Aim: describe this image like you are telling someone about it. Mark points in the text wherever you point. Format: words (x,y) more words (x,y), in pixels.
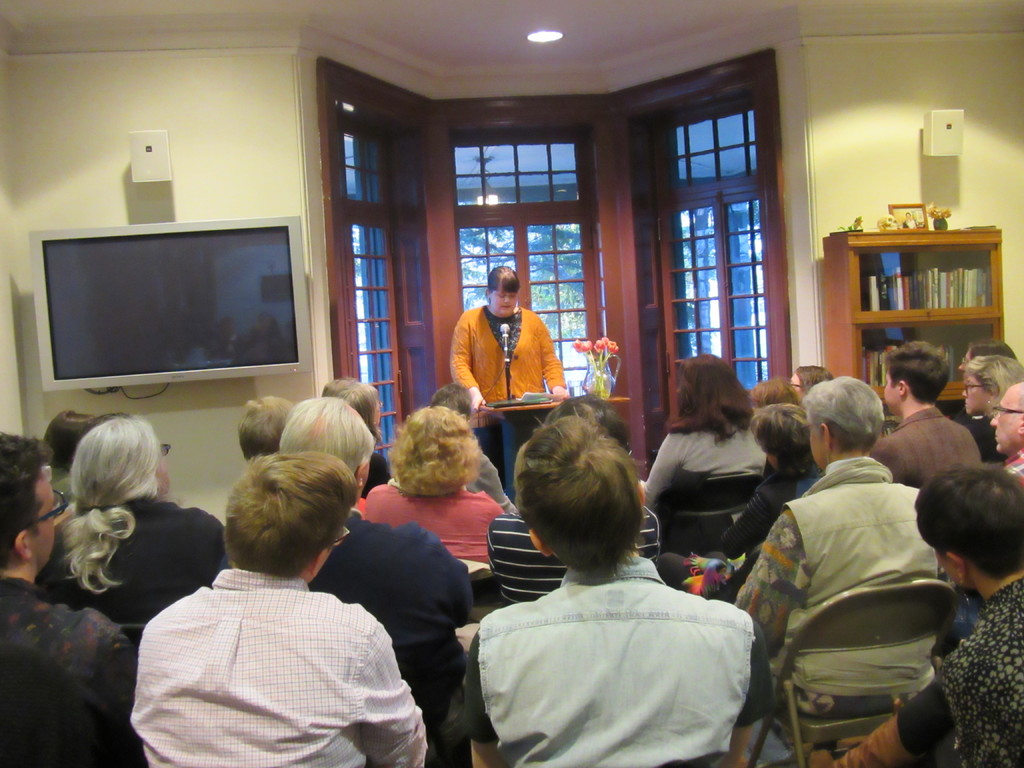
Here in this picture we can see number of people (823,537) sitting on chairs (863,594), which are present on the floor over there and in front of them we can see a woman (524,367) standing and speaking something in the microphone (505,332) present in front of her on the speech desk (501,406) present over there and on that table (535,411) we can see a flower vase (589,365) and some papers (535,400) present and on the right side (959,233) we can see a shelf (837,262), which is filled with books (973,293) over there and at the top of it we can see a photo frame (911,227) present and on the left side (286,352) we can see a television (221,227) present on the wall (263,376) and behind her we can see windows (353,322) present, through which we can see trees (477,270) present over there and on the roof (591,26) we can see a light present over there.
